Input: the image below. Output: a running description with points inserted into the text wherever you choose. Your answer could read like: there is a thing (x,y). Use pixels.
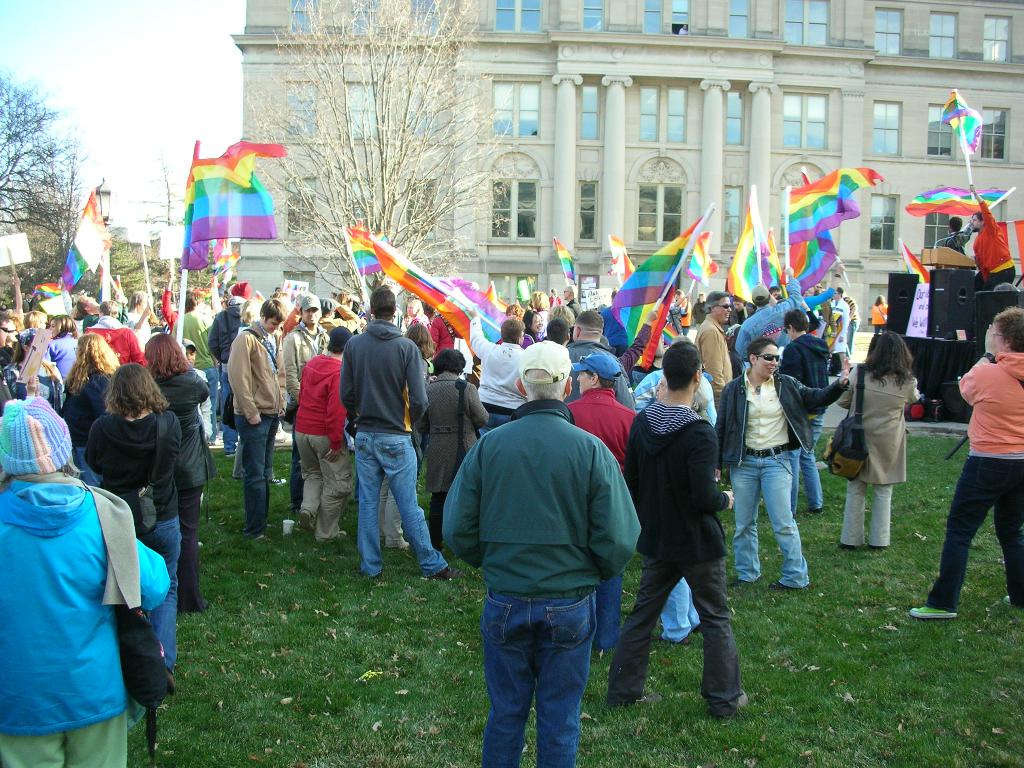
There are people (679,457) standing in the foreground area of the image (457,386) on the grassland (316,713) and some are holding flags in their hands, there are speakers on the right side (980,338). There is a building (653,226), trees (395,188) and the sky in the background (346,194).
